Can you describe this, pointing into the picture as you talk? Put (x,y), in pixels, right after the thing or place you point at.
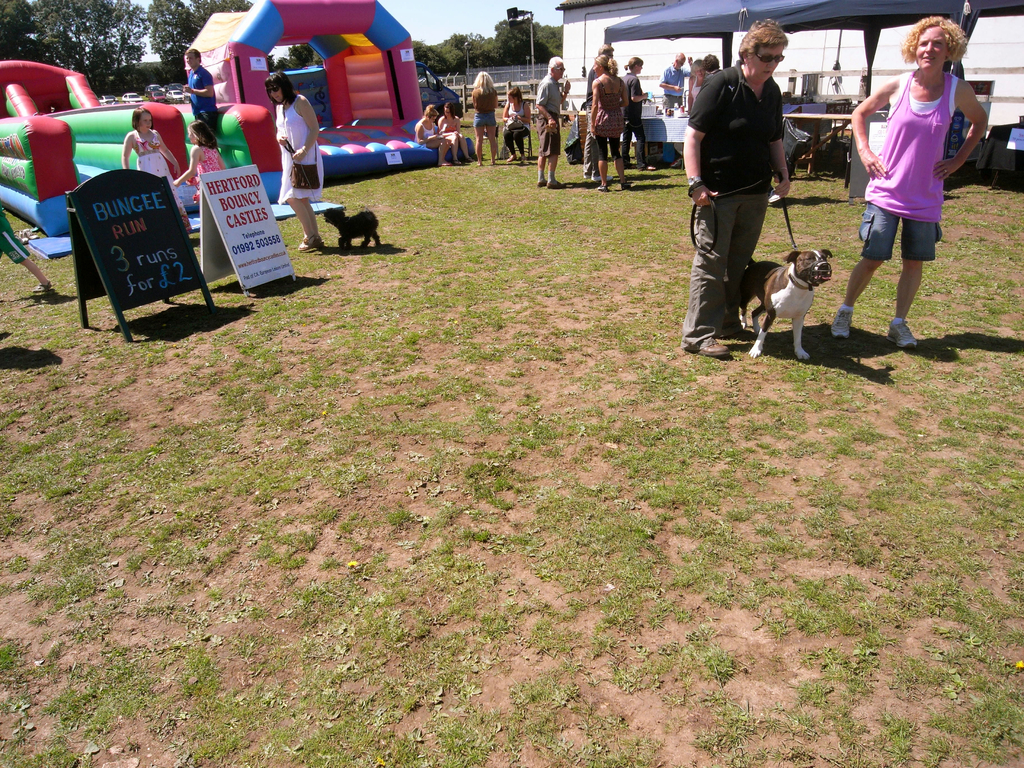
In this picture there is a dog show in the garden (720,357). In the front (750,109) we can see two old women (875,159), one holding the dog rope (790,224), standing and talking. Behind there is a group of old man (603,166) and woman (603,166) standing and discussing something. On the left side (84,90) there is a playing ground (392,159) for the children (193,172). On the left side (225,237) there are two banner boards (277,274) is placed on the ground (1,397).
